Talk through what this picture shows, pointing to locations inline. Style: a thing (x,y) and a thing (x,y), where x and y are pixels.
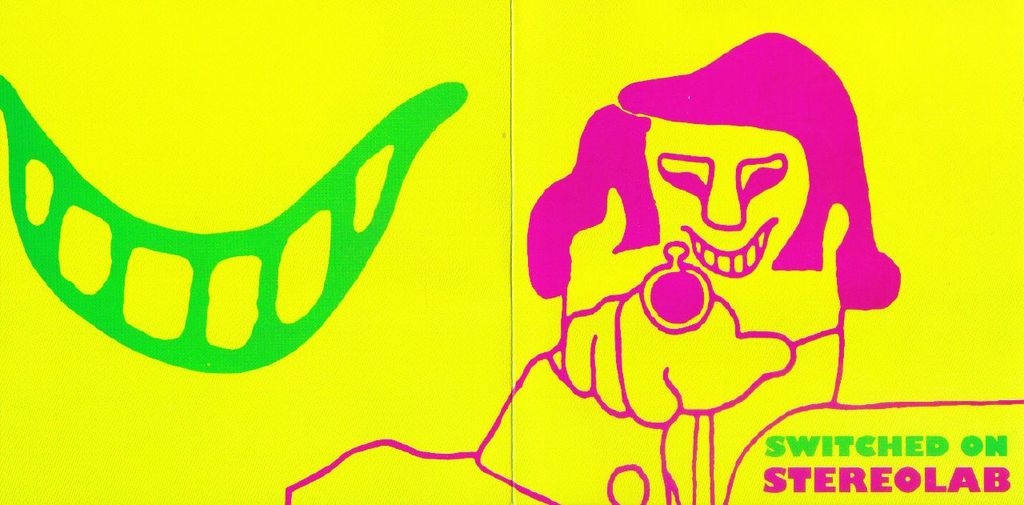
Drawing (753,255) on this yellow poster (788,450). Right side (929,488) bottom of the image (922,447) there is a watermark (910,453).
